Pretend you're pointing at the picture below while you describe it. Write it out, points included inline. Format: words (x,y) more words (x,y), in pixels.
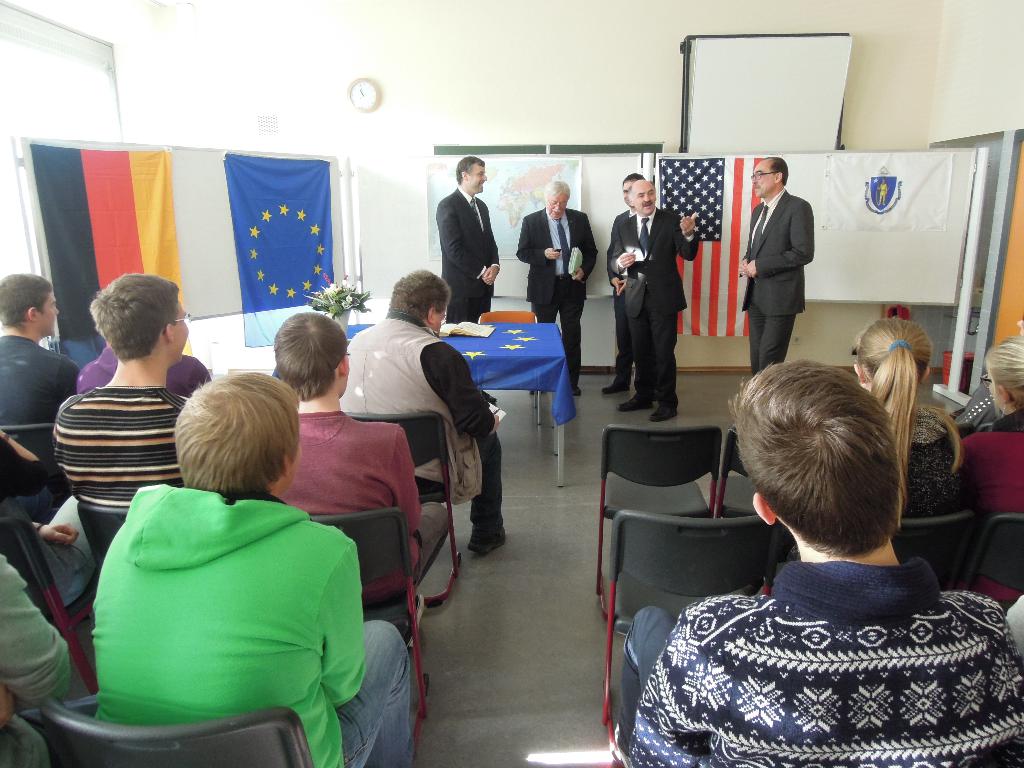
In this image, we can see persons (848,402) wearing clothes (356,410) and sitting on chairs (722,473). There some persons (664,214) standing in front of the wall (495,68). There are flags (162,241) on the left (62,276) and on the right side of the image (932,206). There is a clock (376,91) and map (514,198) on the wall (503,136). There is a table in the middle of the image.
